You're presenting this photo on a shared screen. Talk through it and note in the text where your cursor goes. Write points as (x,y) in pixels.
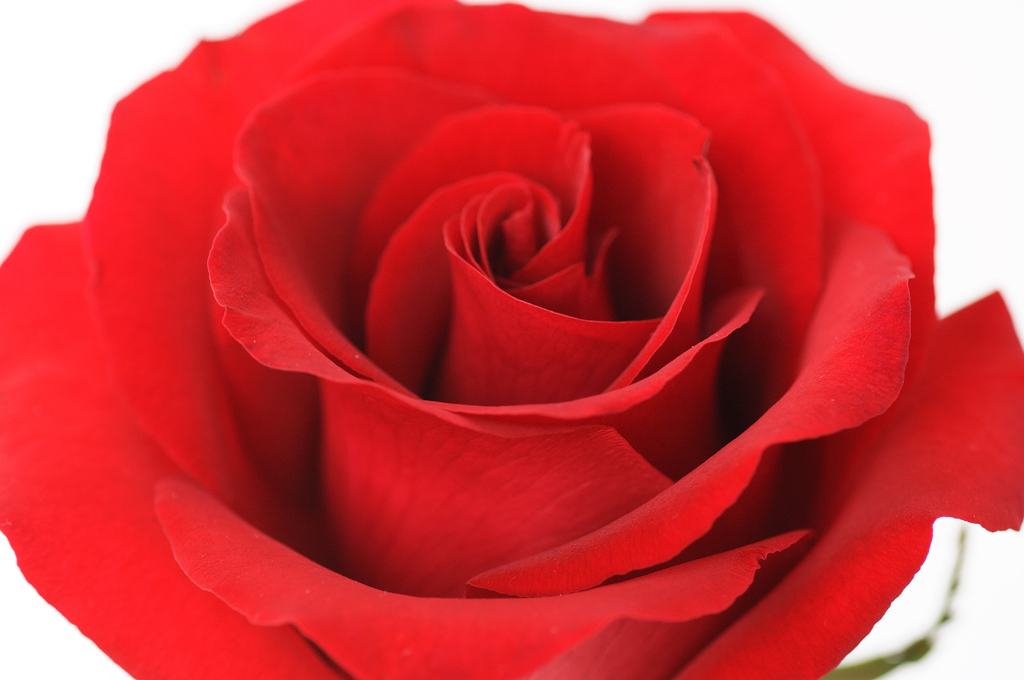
In this picture there is a red color rose (437,381) in the image.
